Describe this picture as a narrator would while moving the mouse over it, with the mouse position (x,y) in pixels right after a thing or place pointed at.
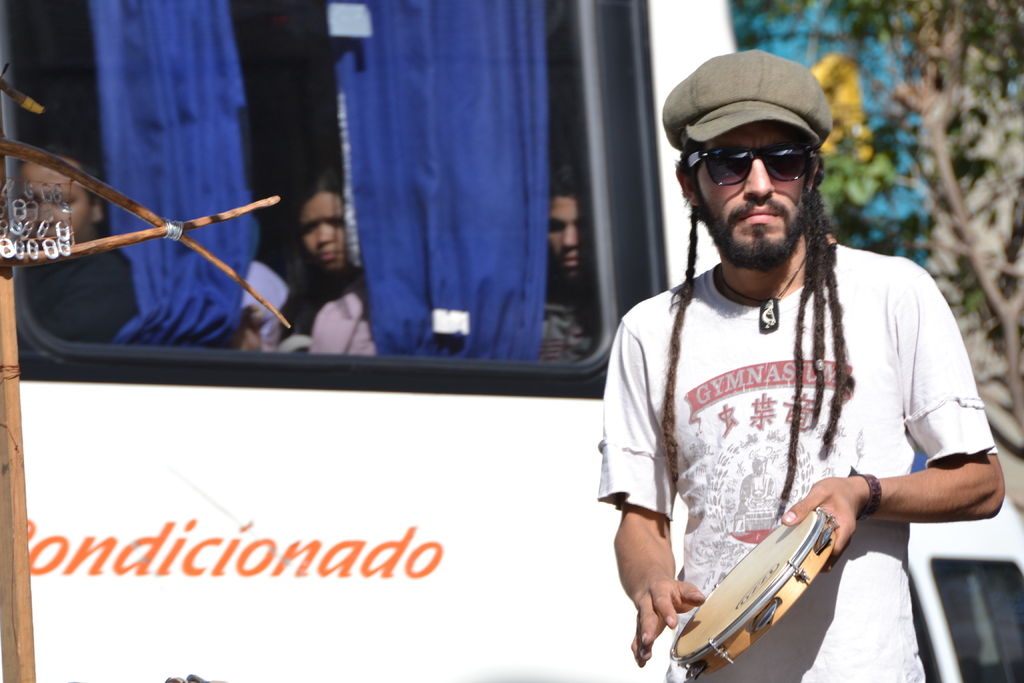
In this picture I can see a person (688,387) holding the musical instrument (771,552) on the right side (750,346). I can see a few people (311,219) in the bus (266,183). I can see the blue color curtains (376,199).
